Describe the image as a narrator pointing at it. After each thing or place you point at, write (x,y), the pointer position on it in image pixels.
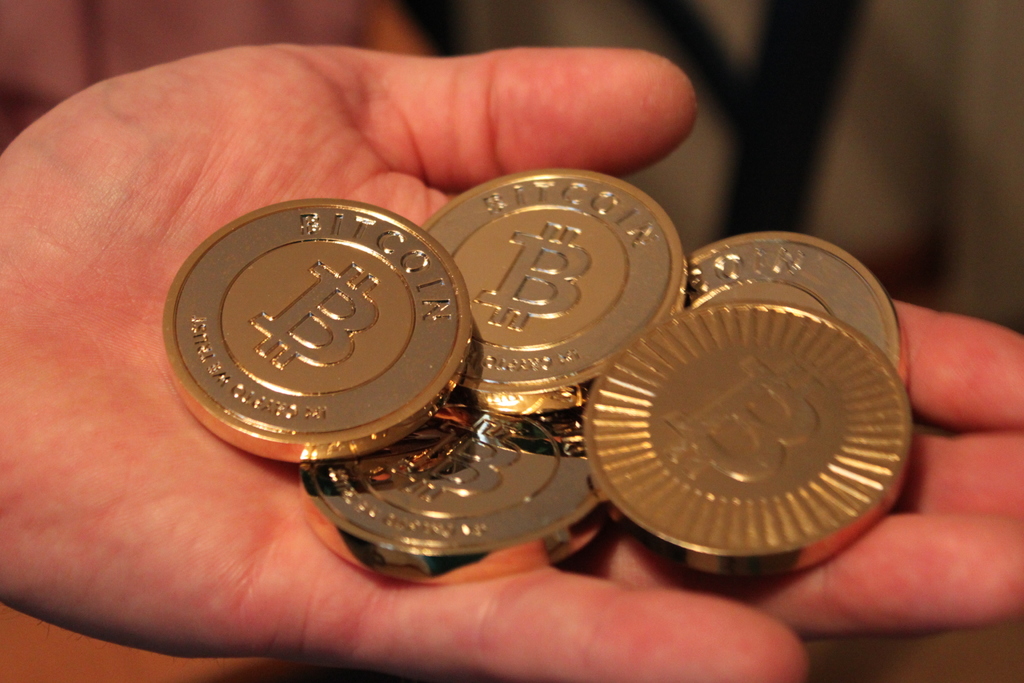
In this image I can see the person's hand (303,599) and the person (229,153) is holding the gold color coins (432,423). And there is a blurred background (52,29).
